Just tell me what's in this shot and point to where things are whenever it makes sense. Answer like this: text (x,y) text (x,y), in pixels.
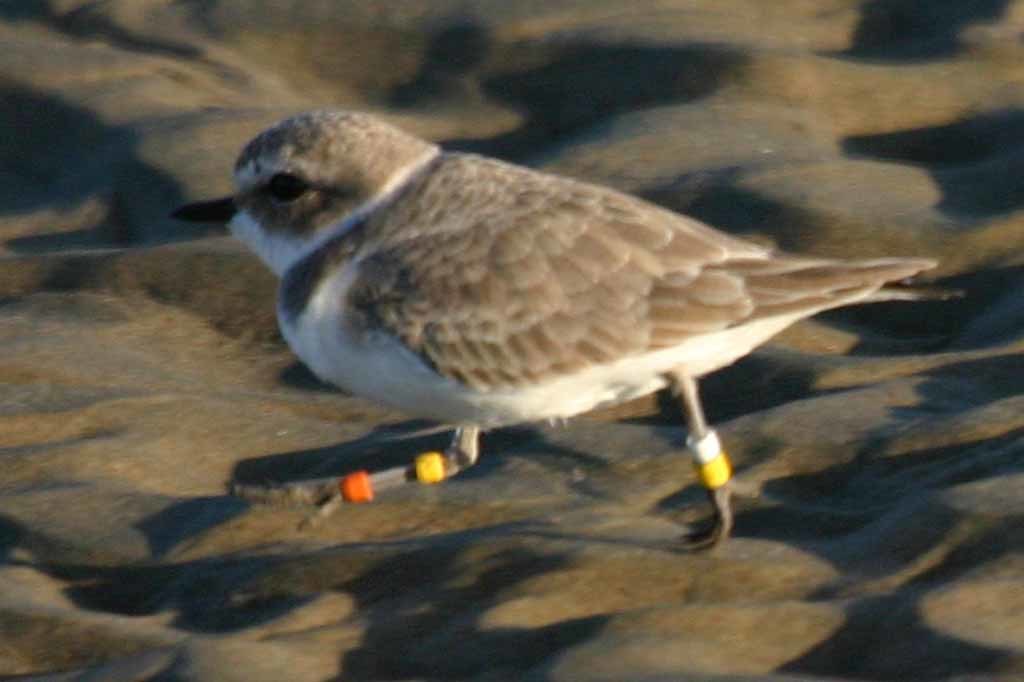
In this image I can see a bird (443,269) which is brown and white in color is walking on the ground (552,581). To its legs (454,468) I can see few objects (367,480) which are orange, yellow and white in color. In the background (799,100) I can see the sand (800,92).
